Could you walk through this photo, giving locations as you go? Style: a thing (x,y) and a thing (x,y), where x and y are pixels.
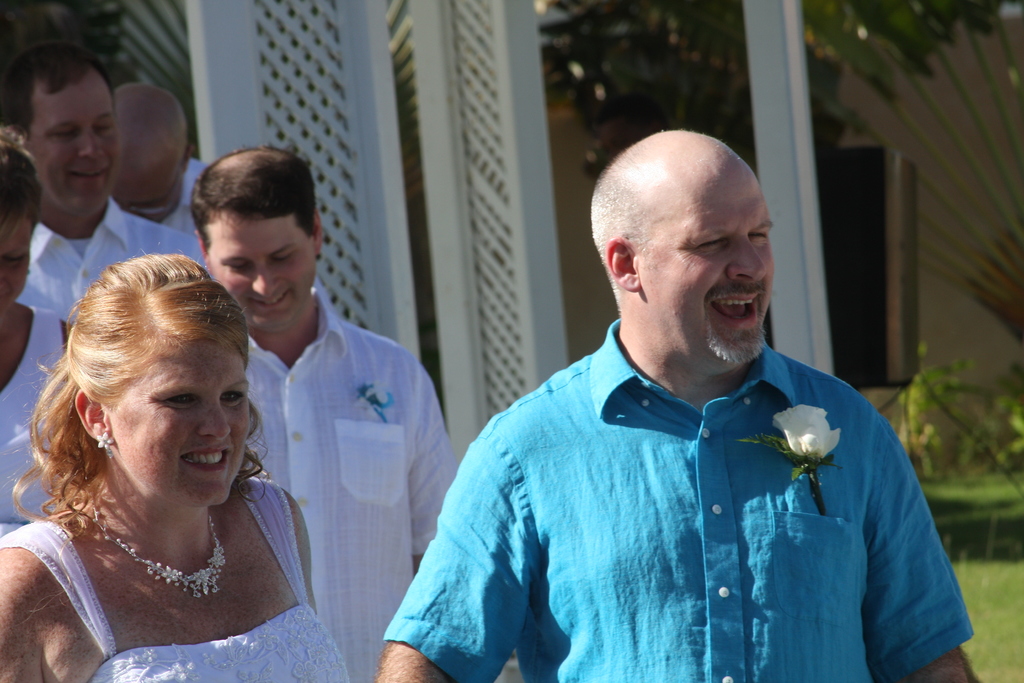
In front of the picture, we see a man (604,592) in blue shirt (663,651) and the woman (239,639) in white dress (258,627) are standing. Both of them are smiling. We see a white rose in his shirt pocket (801,595). Behind them, we see four people (296,317) who are wearing white shirts (297,395) are standing. They are smiling. Behind them, we see a building (471,239) in white color. We even see a pole (776,161), plants (1004,451) and a tree (821,83). In the right bottom of the picture (994,599), we see the grass (995,607).
